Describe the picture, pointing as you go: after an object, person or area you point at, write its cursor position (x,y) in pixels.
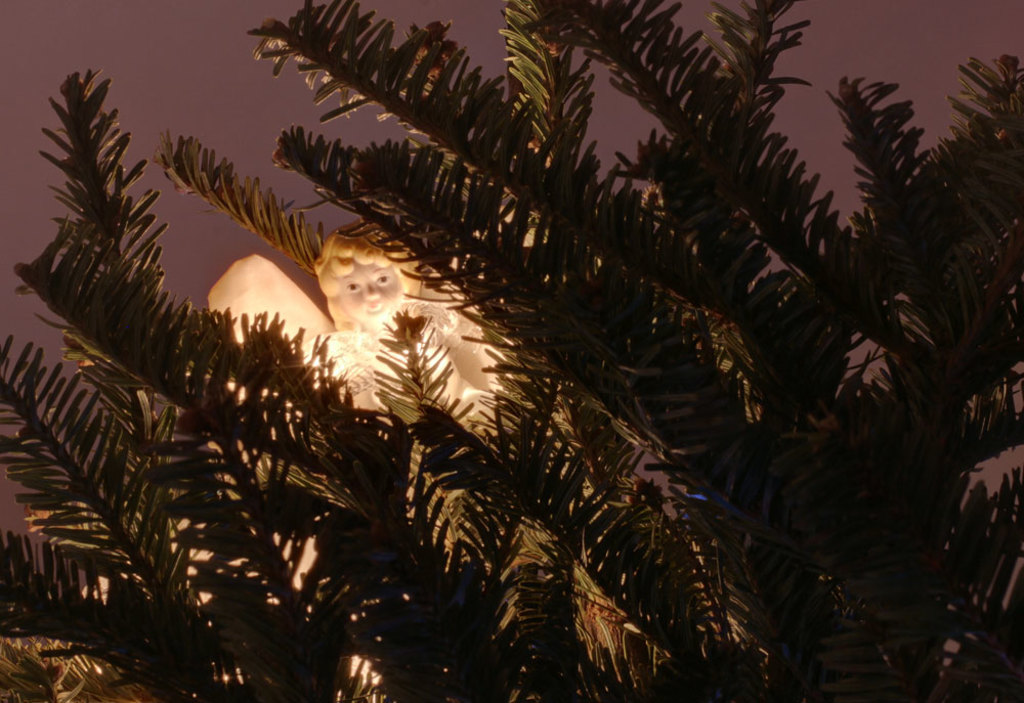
In this image I see a tree (255,652) and a doll (462,317) in between the leaves (517,342).
